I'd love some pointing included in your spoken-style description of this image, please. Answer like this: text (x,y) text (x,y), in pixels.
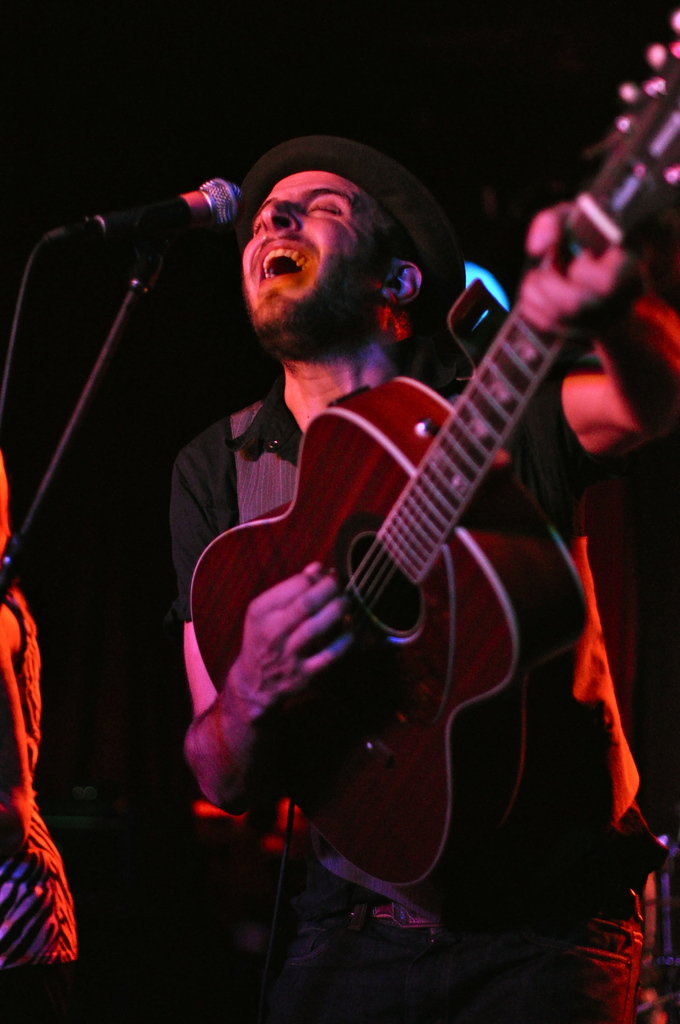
a person (343,954) is wearing a black shirt (201,473) and a hat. he is singing in front of a microphone (219,184). at the left (60,903) there is another person (54,853) standing. behind them there is black background (403,83).
